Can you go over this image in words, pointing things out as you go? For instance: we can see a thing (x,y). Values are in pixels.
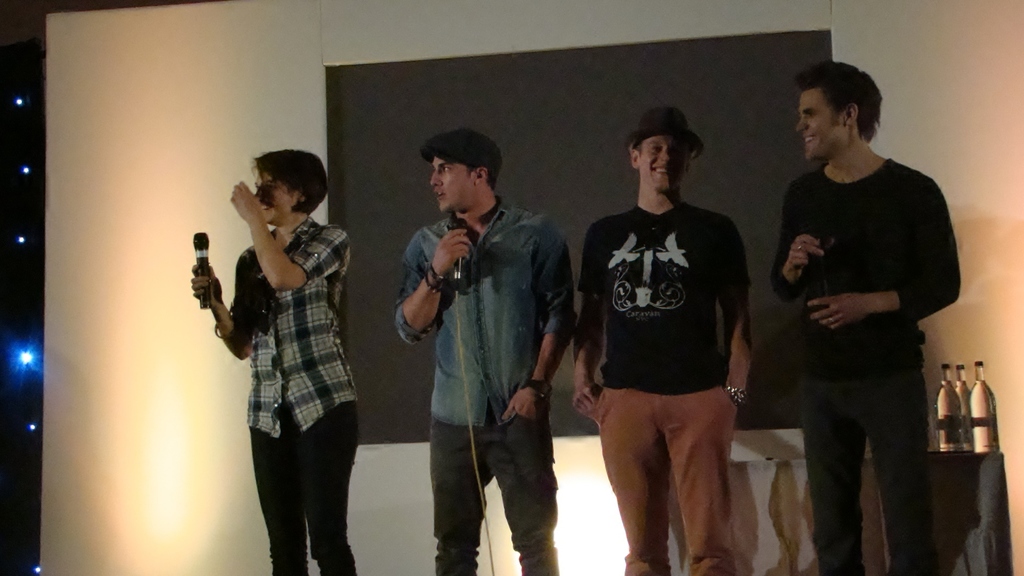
Here in this picture we can see a group of people (326,288) standing on the floor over there and they are holding microphones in their hands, behind them we can see table (770,460), on which we can see water bottles (973,411) present and we can also see a screen (340,109) present behind them and we can see two of them are smiling, the person (656,275) in the middle (673,273) is wearing a hat (649,118) on him and on the left side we can see lights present all over there.
